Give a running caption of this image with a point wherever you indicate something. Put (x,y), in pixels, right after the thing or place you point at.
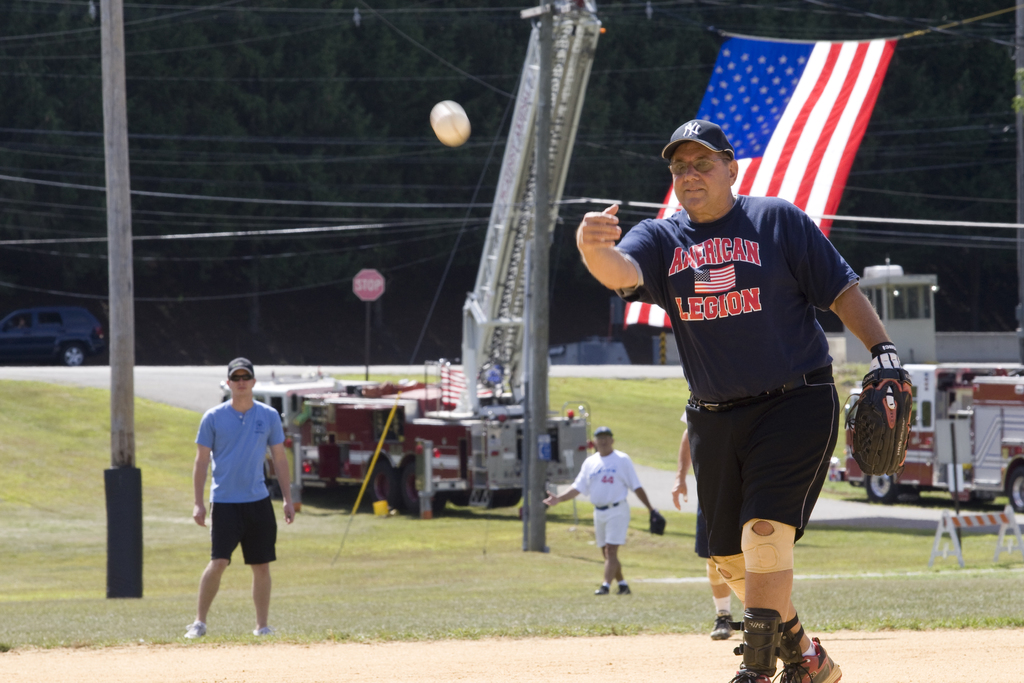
In this image there a few men (689,294) standing. The man (728,465) in the foreground (758,592) is wearing catcher gloves (861,418). In front of him there is a ball (440,137) in the air. There is grass (481,550) on the ground (481,550). Behind them there are vehicles (457,427) and poles (117,328). In the background (88,321) there is a car (100,326) on the road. Behind the car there are trees (458,57). To the right (787,82) there is a flag (779,94).
